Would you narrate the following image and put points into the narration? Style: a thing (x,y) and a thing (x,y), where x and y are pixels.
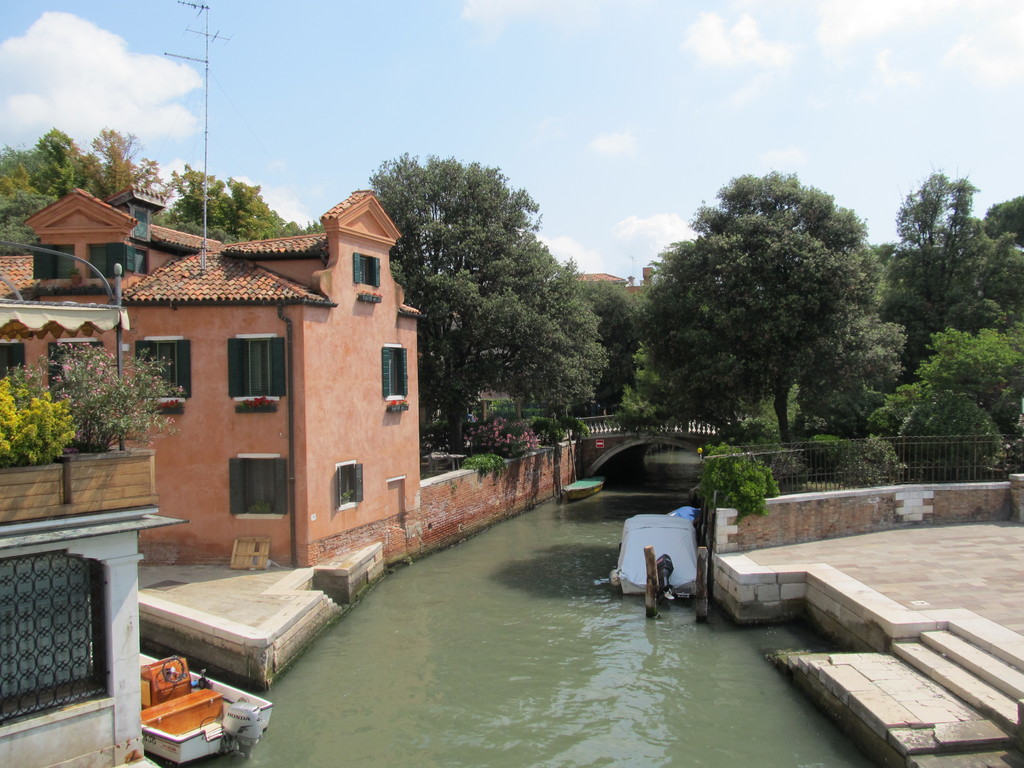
In the center of the image (616,505) there are boats (146,730) and there is water (561,647). There are wooden poles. On the right side of the image (952,470) there is a metal fence (978,468). There are stairs (985,669). On the left side of the image (252,473) there are buildings (262,325). There are plants (27,373). In the background of the image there is a bridge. There are trees (623,346). At the top of the image (769,90) there is sky (809,88).
